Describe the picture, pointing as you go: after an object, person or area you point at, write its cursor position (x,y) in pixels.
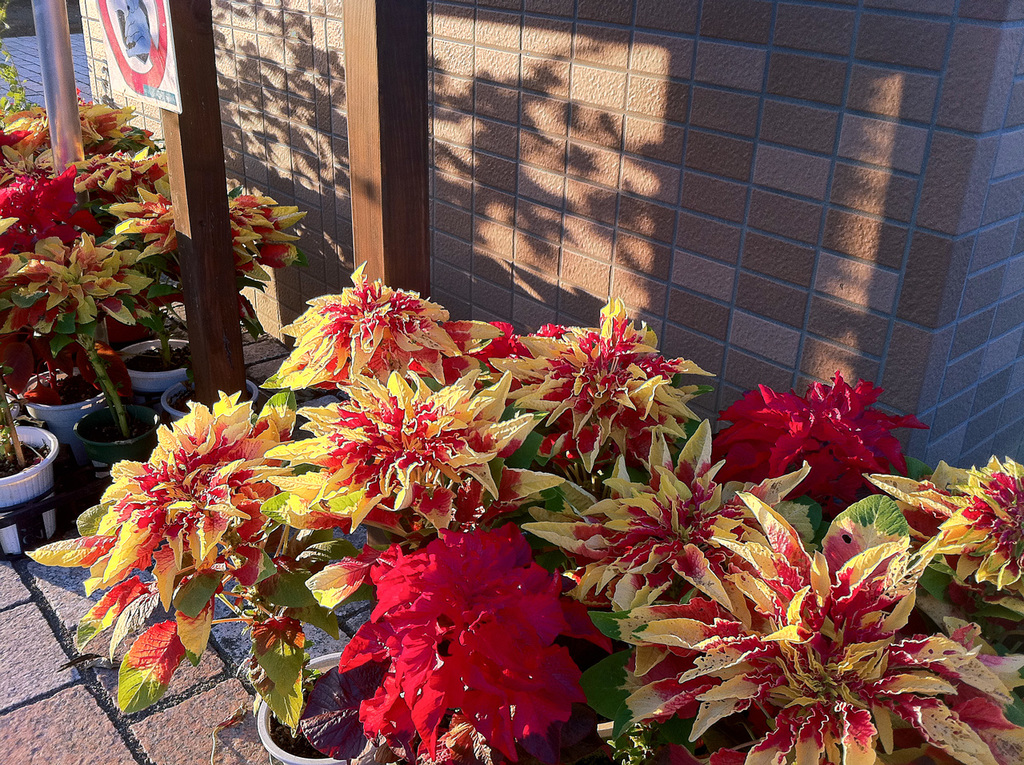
In this image we can see house plants (439,526). In the background (660,161) we can see wall (456,72) and poles (65,57).
